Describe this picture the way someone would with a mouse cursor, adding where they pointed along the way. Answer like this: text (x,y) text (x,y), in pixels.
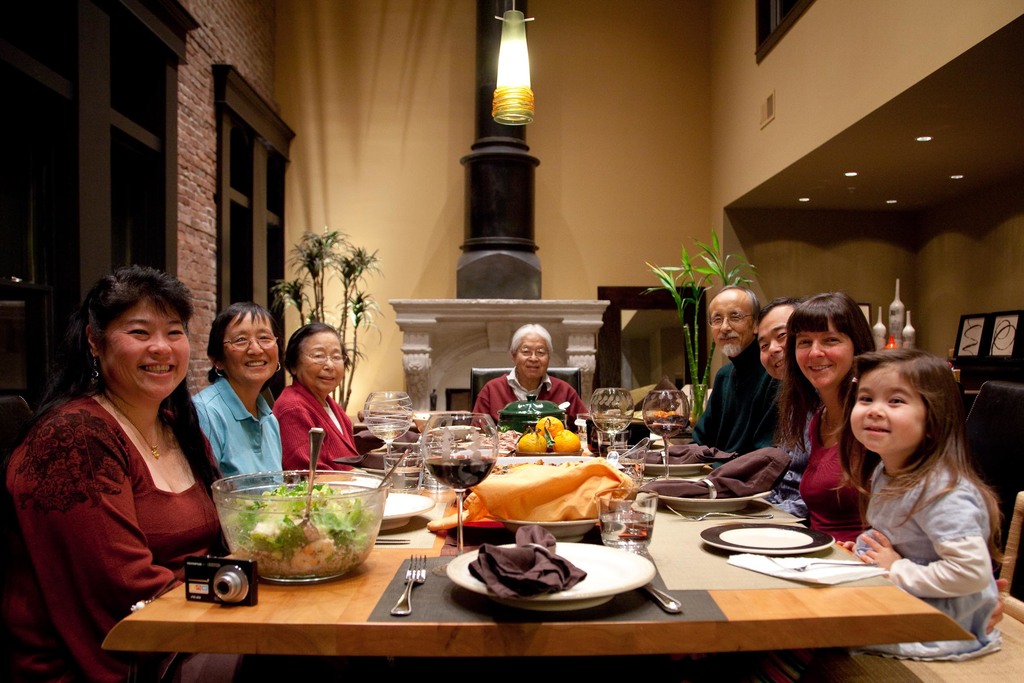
Here we can see a group of people (839,361) sitting on chairs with tables (153,641) in front of them and on the table (666,550) we can see lots of food (348,514), glass (461,492) and plates (472,554), bowls (360,527) present and in the front (252,579) we can see a camera (248,560) and at the top (513,122) we can see light (503,42) and there are Windows (62,184) present on the walls (457,222).
